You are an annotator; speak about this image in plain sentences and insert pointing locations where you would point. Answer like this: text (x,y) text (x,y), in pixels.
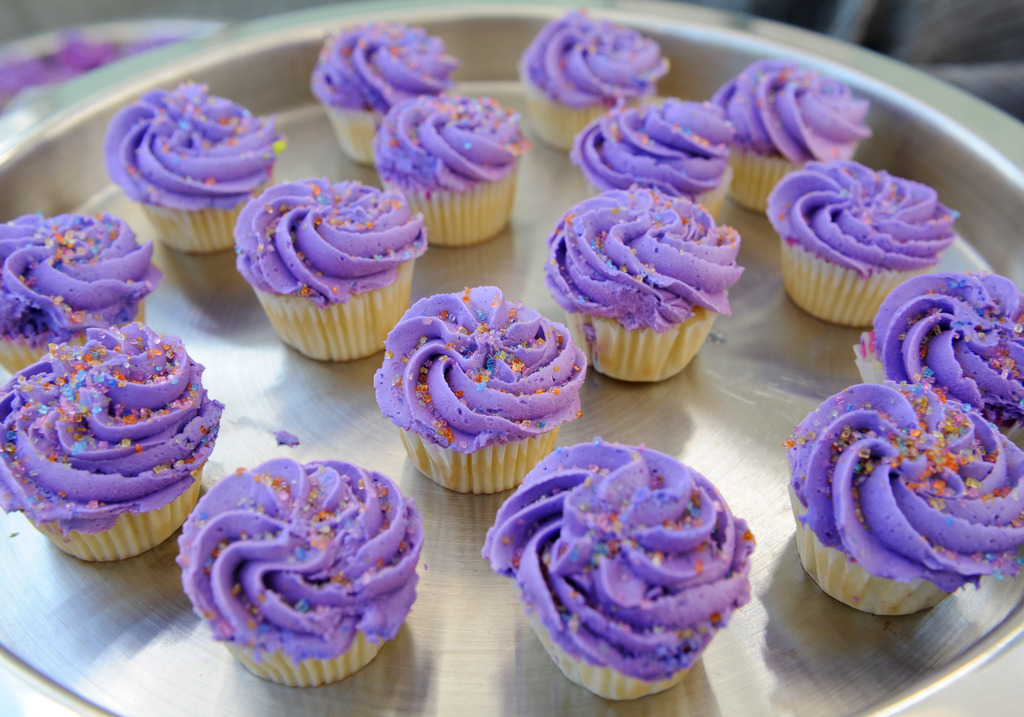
In this image, I can see the cupcakes (536,417) on a plate (539,651). There is a blurred background (147,4).
